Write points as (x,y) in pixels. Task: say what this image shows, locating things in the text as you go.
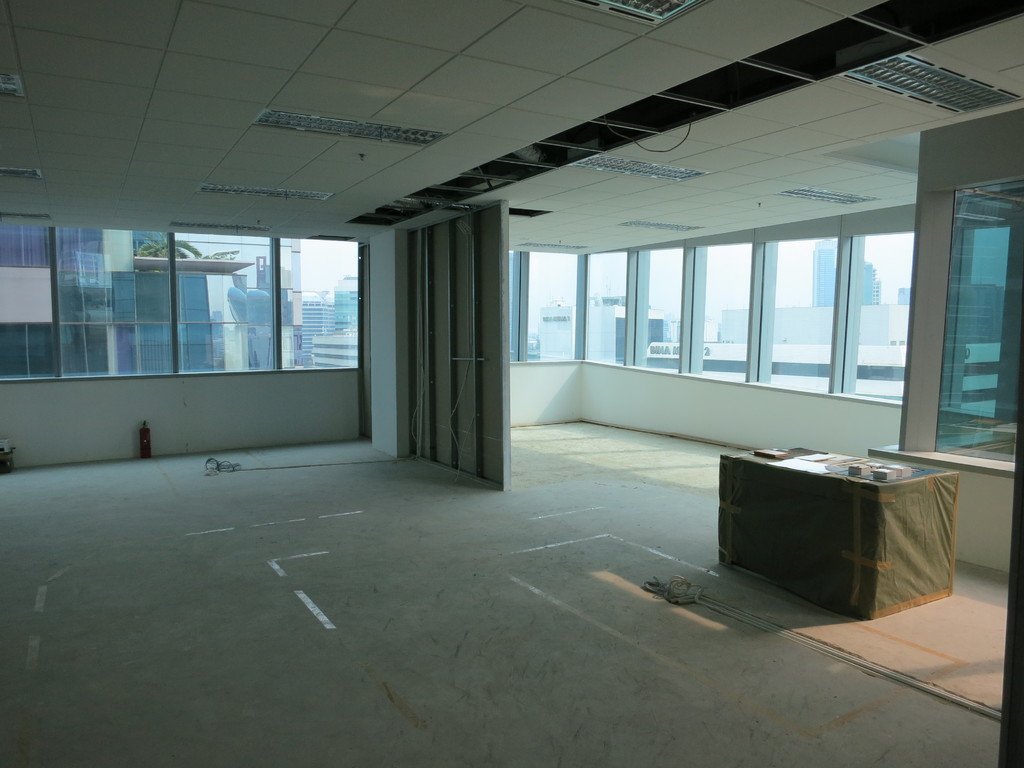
This image is clicked inside a room (323,432). There are windows (540,357) in the middle (571,354). There are lights (968,100) at the top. There is a table (767,518) on the right side (751,544).
